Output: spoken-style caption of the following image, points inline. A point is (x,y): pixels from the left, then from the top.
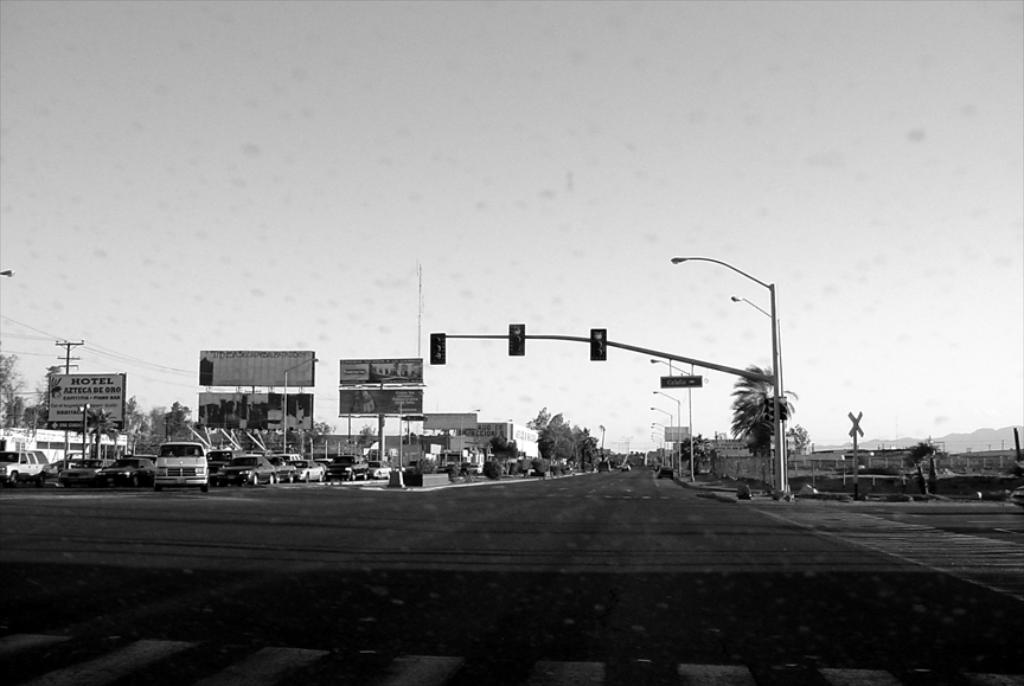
It is a black and white image. In this image we can see many vehicles (204,450), hoardings (312,364), trees (9,414) and also some buildings (485,429). We can also see the bushes (540,469), light poles (780,335), electrical pole (73,354) with wires (28,328). At the top (497,220) there is sky (407,239) and at the bottom (622,572) we can see the road (540,570).
